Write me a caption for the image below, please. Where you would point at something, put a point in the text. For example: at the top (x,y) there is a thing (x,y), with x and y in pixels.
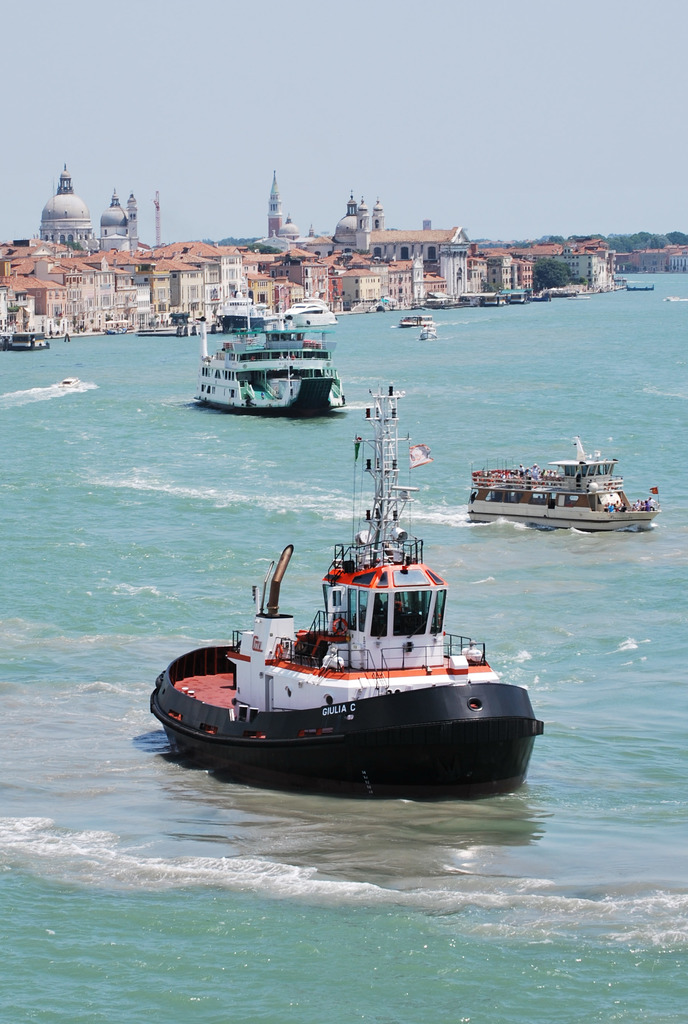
In this image we can see many buildings (327,278). There are few ships (313,413) which are sailing on the sea (476,600). There are many trees (626,244) in the image.
